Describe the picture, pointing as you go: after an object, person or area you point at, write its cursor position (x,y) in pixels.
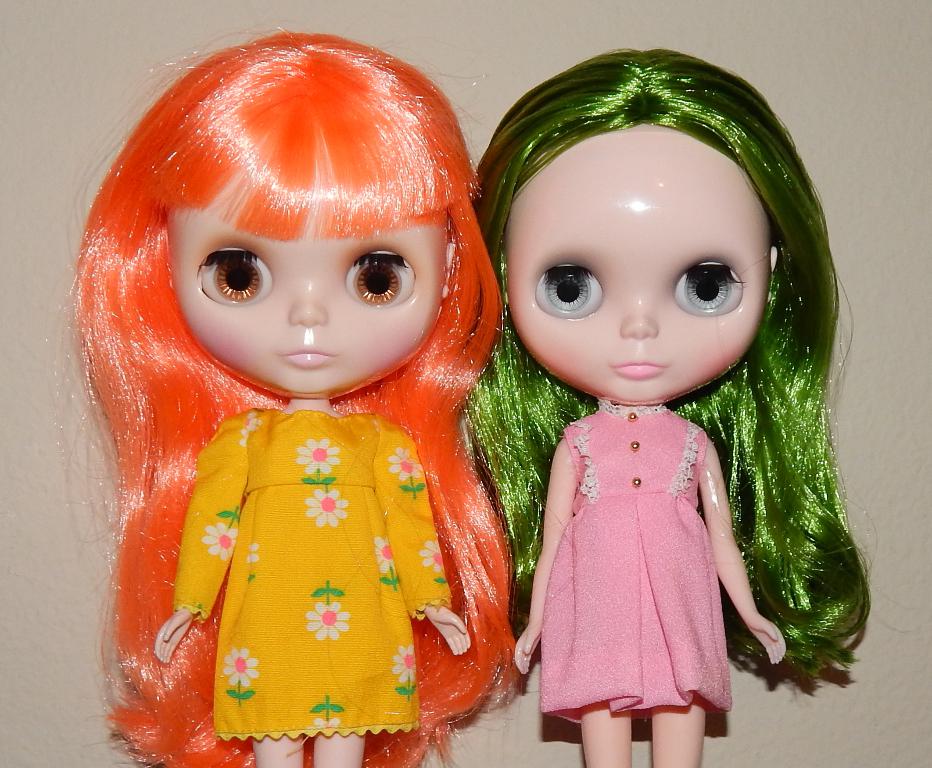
In this image there are two dolls (415,207) standing, and in the background (874,129) there is a wall (677,42).
